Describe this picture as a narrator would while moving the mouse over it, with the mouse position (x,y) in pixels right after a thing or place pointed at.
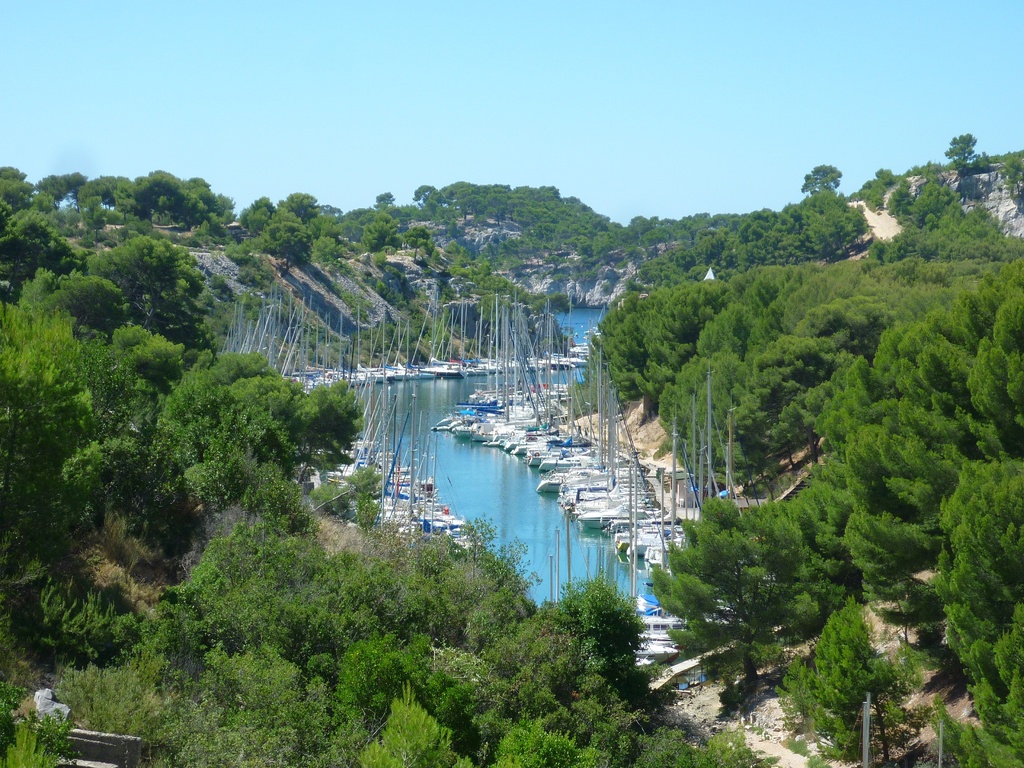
In this picture we can see few boats (527,437) on the water (536,500), beside to the boats (595,470) we can find few trees (821,423), in the background (659,251) we can see hills (570,262).
